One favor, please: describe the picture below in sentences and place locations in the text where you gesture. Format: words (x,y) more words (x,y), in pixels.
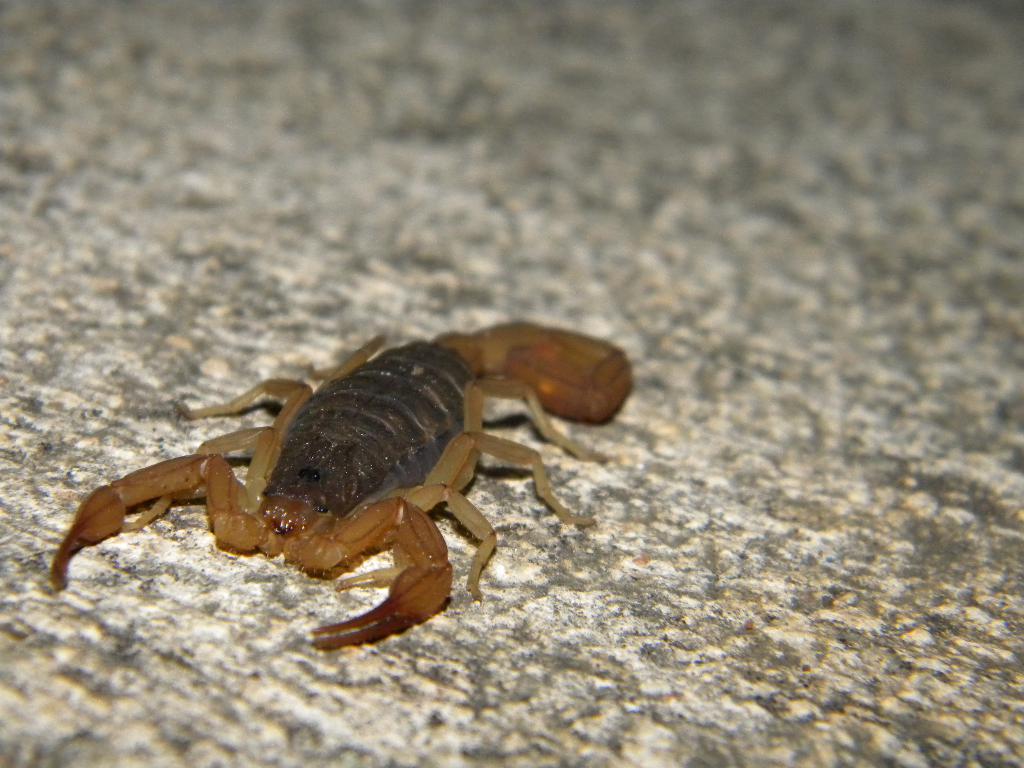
In this picture we can see a scorpion (294,473).
